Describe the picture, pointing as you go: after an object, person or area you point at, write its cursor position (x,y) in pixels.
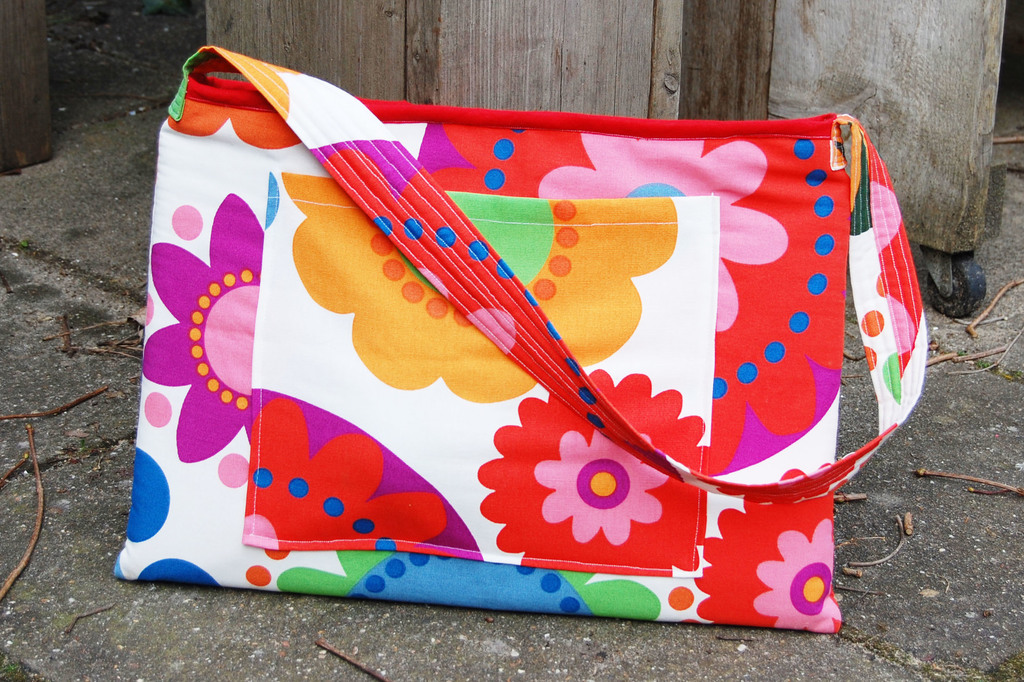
There is a bag (627,283) which is designed with the flowers (593,439) in different colors. And this is floor (67,492).
